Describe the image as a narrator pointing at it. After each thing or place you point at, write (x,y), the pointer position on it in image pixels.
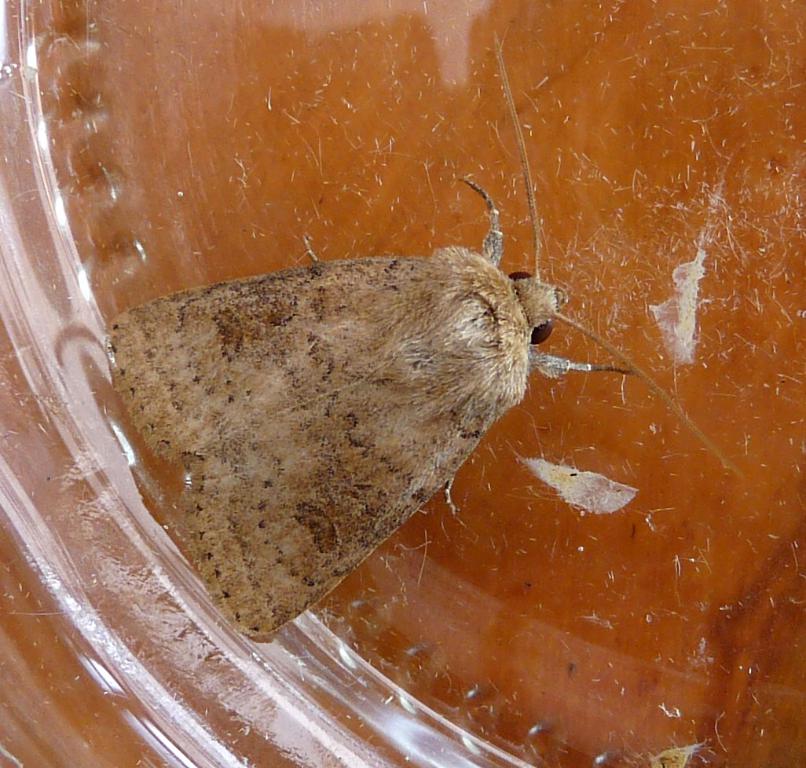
In this picture I can observe an insect (275,320) in the middle of the picture (388,347). This insect (322,292) is in brown color.
